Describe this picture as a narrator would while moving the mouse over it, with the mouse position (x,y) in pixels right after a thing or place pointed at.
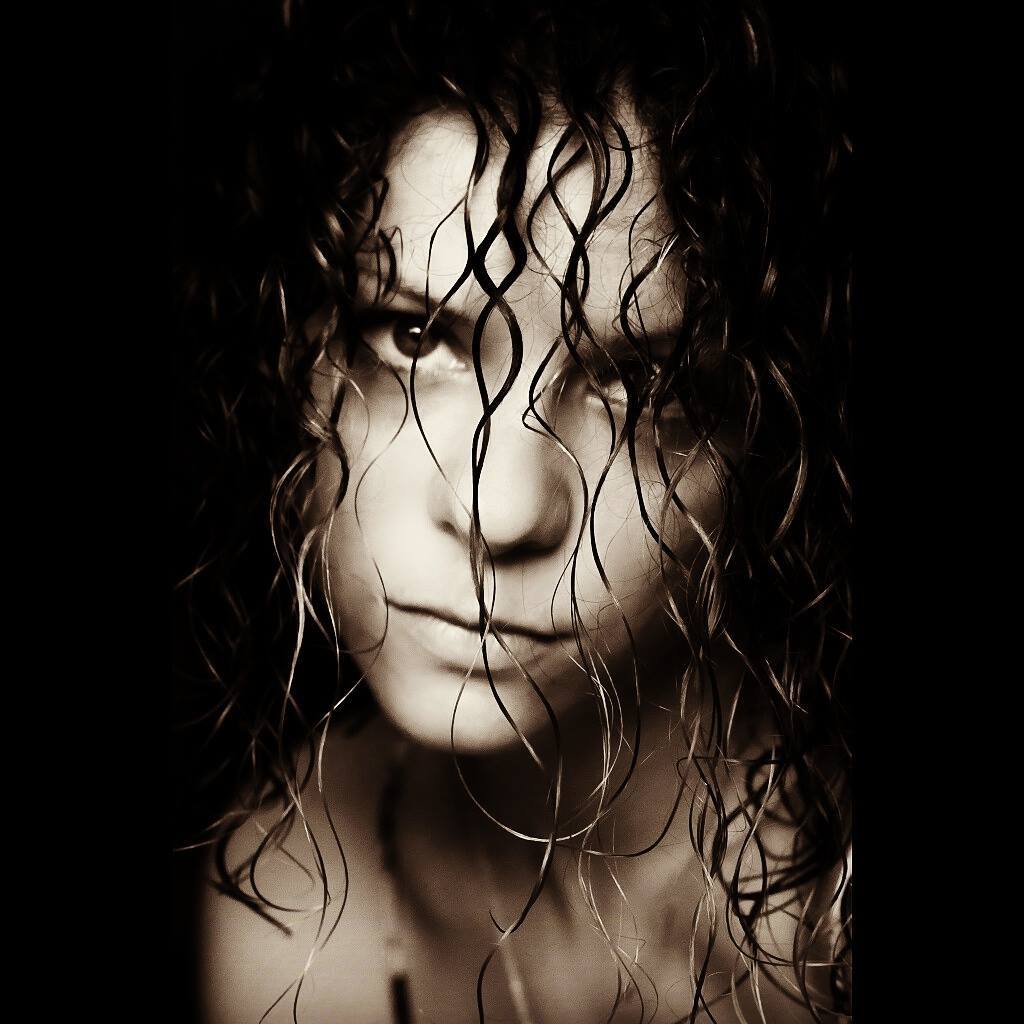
In this image there is a person (620,418) with loose hair (558,79). There is a dark background (76,304).
